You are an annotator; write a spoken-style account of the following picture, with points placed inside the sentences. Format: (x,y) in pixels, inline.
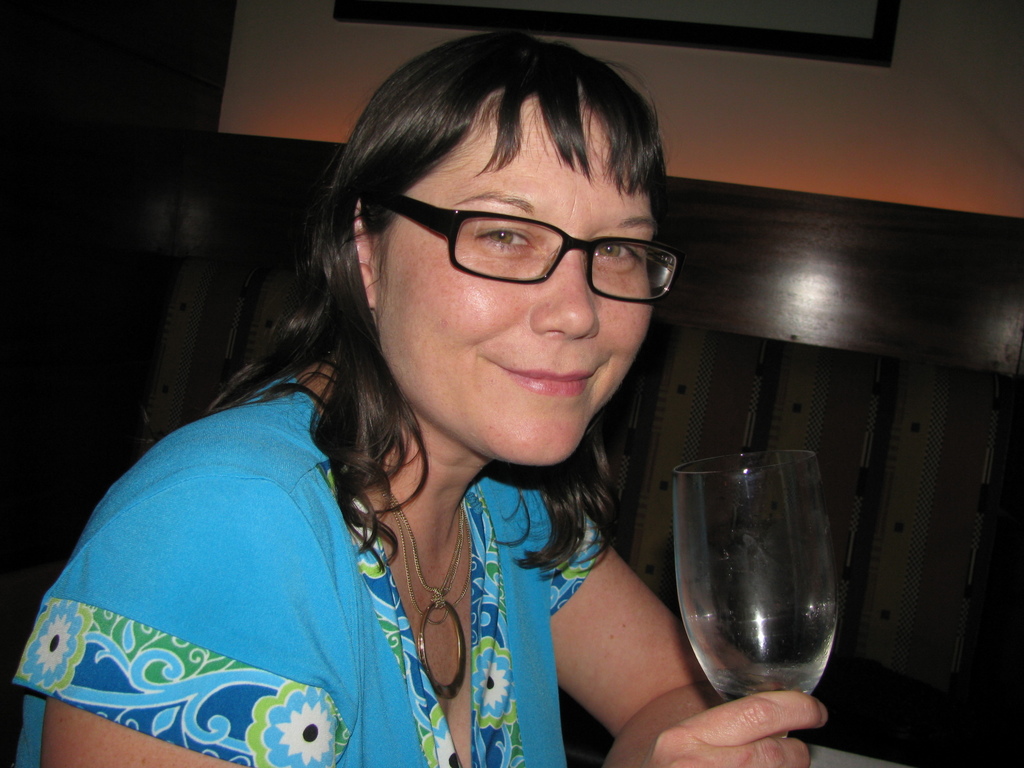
In this image, In the middle (383,271) there is a woman (441,281) she wear blue dress (234,583) her hair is short she is smiling she hold a glass (754,600). In the background (765,165) there is a wall (790,106) and photo frame (793,45).
